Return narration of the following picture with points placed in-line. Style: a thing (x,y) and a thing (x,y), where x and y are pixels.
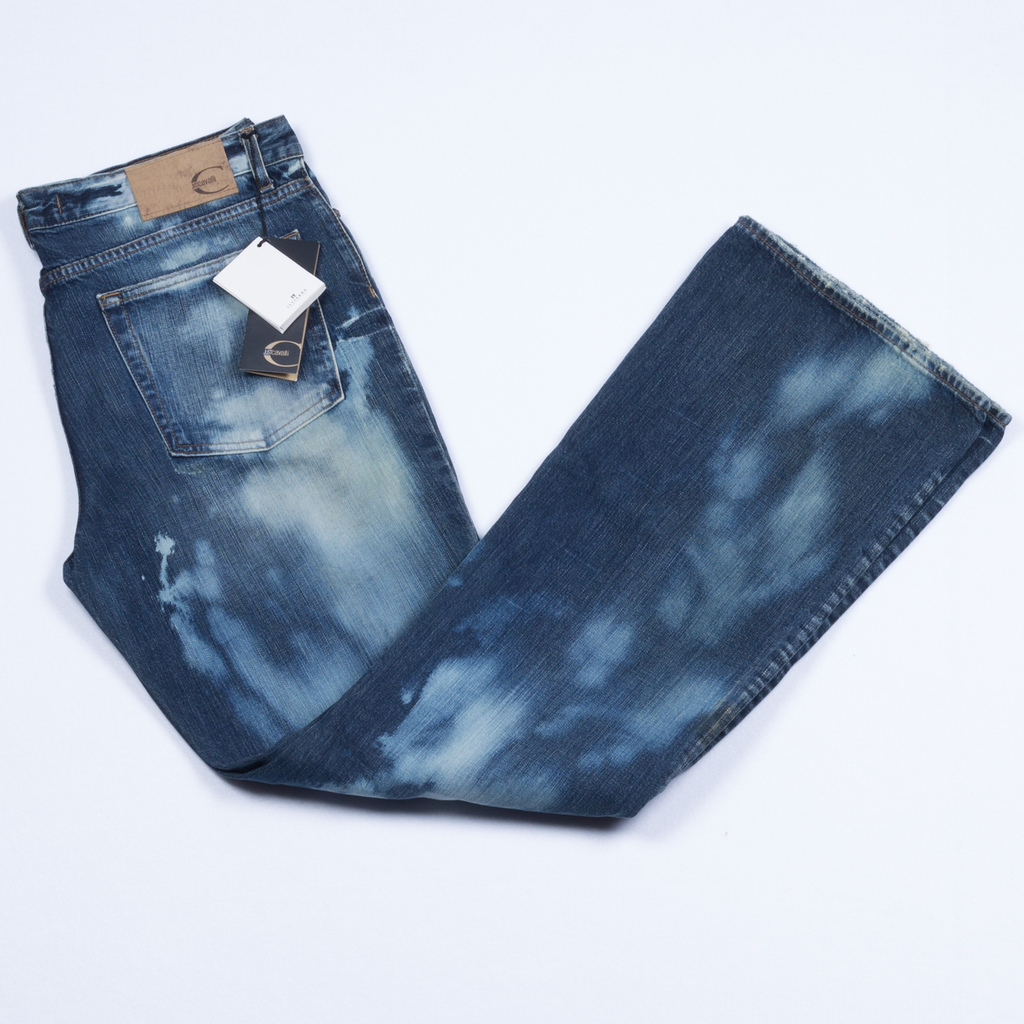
In the center of the image (393,415) we can see a jeans (582,524) which contains tags (270,346) is present on the surface (951,970).
